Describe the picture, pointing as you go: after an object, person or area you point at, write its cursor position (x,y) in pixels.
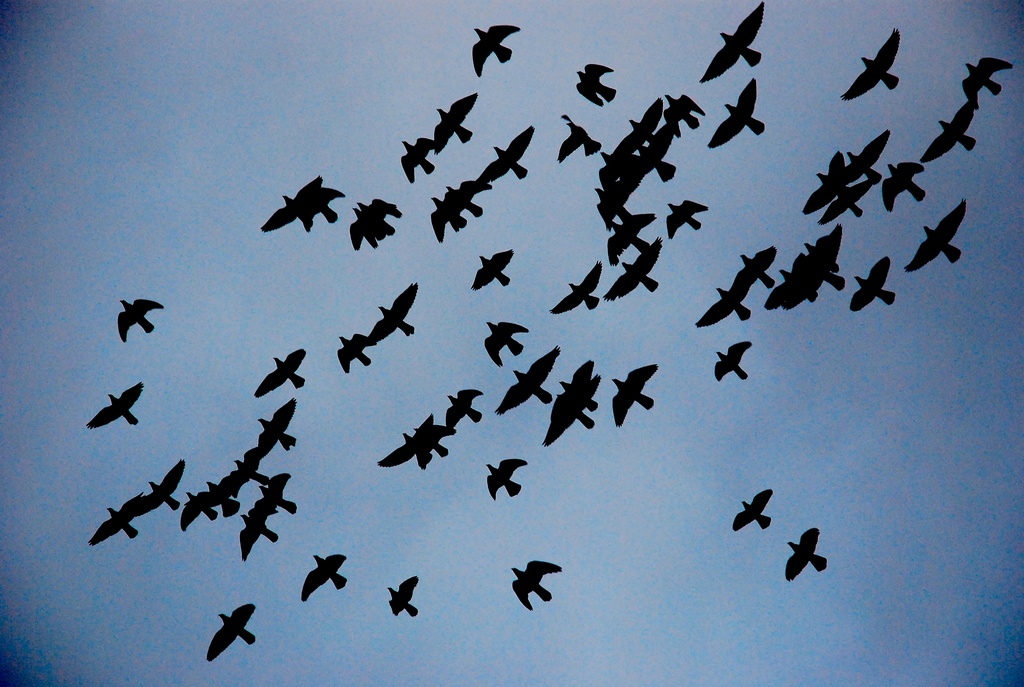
In this image we can see the birds (479,49). In the background (826,486) we can see the sky (232,113).
